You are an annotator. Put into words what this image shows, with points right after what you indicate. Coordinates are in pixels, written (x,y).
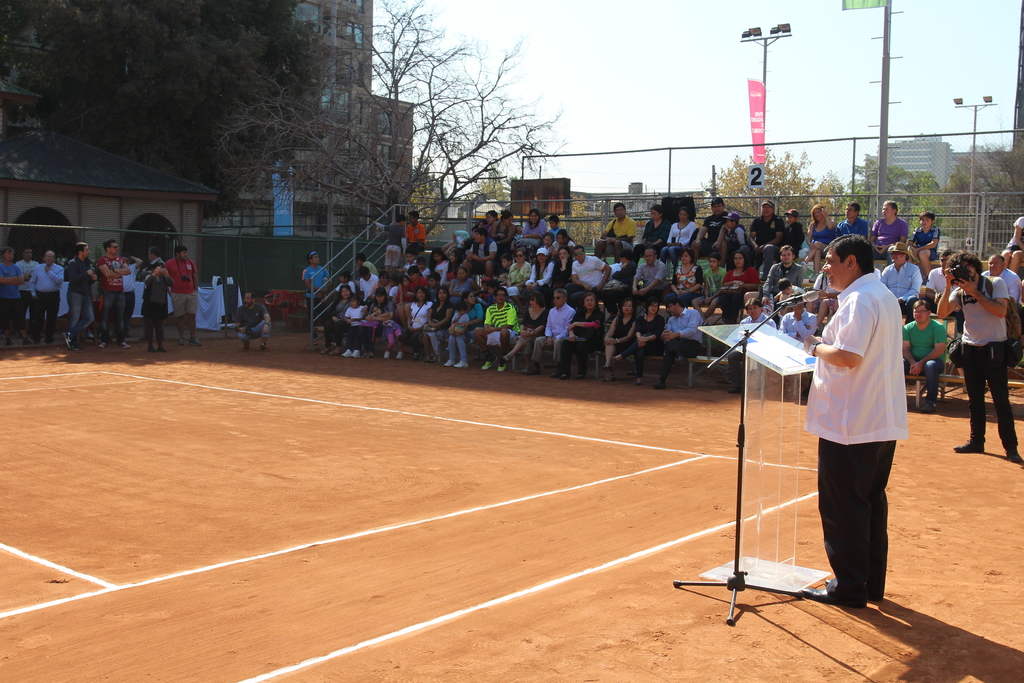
In this picture we can see a person (887,373) standing in front of the podium (745,414). There is a microphone (807,299) on the microphone stand (710,582). We can see a few people (755,322) sitting on the benches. There are some people (125,314) standing on the ground (374,357). We can see street lights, some text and a few things (755,347) on the objects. There is some fencing (980,249), trees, buildings (947,169) and other objects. We can see the sky (487,81).
